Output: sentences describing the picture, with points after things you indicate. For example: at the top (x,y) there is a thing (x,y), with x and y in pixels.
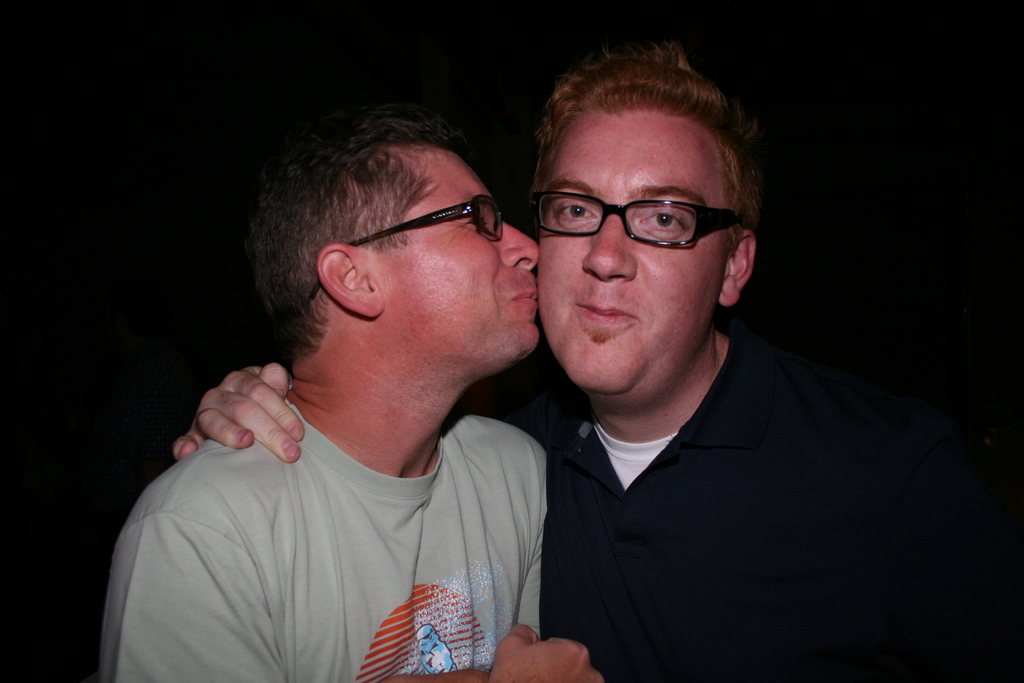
In this picture we can see two men (205,415) wore spectacles (733,214), smiling and in the background (238,121) it is dark.
